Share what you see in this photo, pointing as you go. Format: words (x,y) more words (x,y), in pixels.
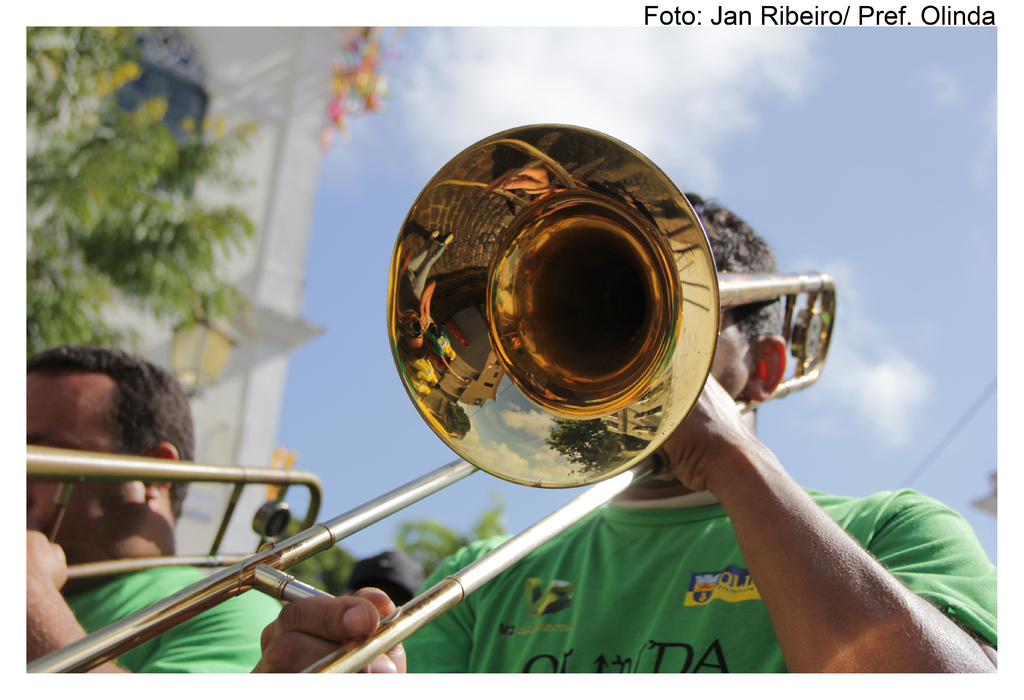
In this image there are two persons (232,611) playing musical instruments (539,429). Left side (122,198) there is a tree (136,203). Behind there is a building (262,231). Top of the image (865,107) there is sky (859,114) with some clouds (659,71).
